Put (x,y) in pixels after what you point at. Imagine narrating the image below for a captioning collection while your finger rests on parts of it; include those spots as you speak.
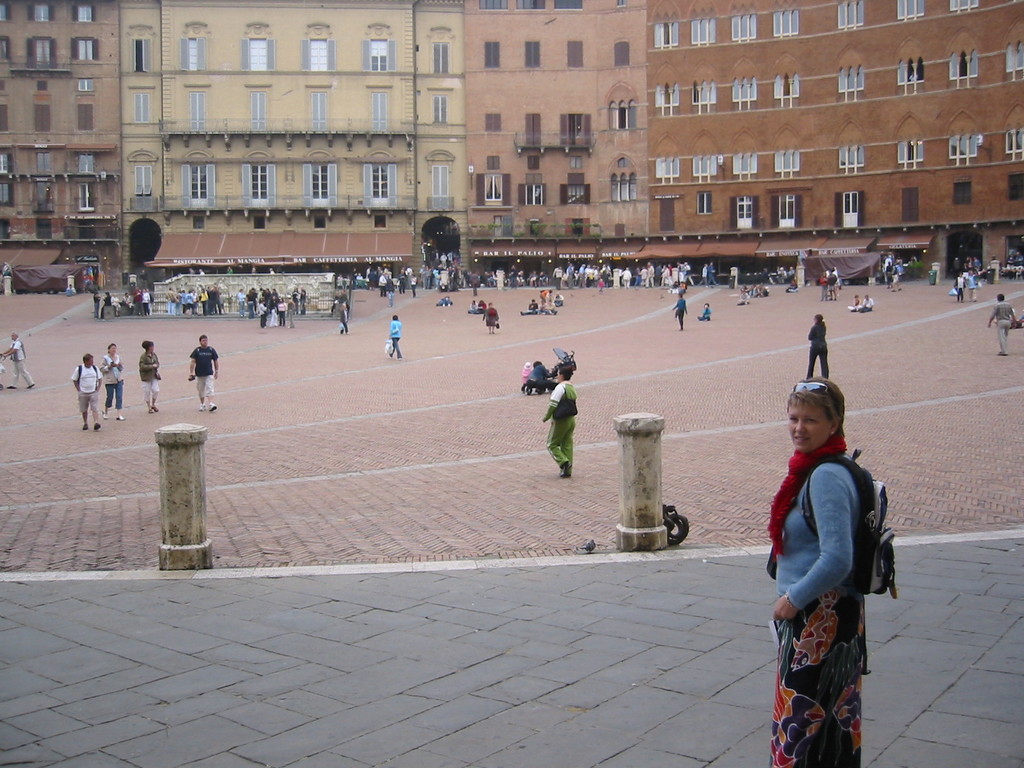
In this image we can see persons (677,313) standing on the floor (344,473). In the background (254,94) we can see buildings (447,102), windows (381,105) and iron grills (577,141).
